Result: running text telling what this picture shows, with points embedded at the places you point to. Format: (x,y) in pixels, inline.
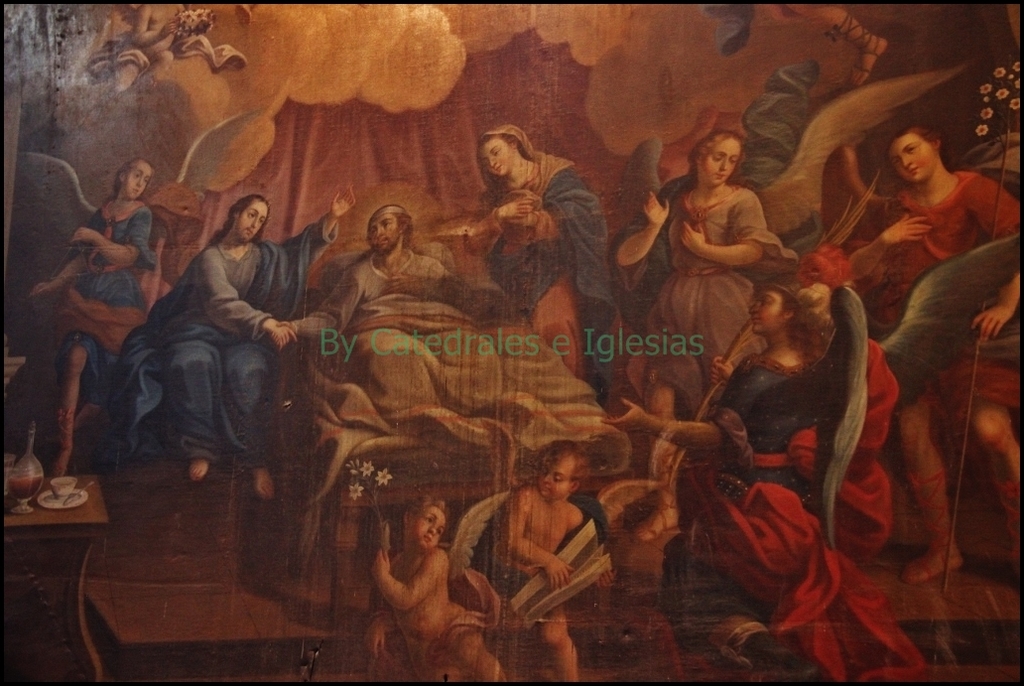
This is the painting (342,291) where we can see a person (382,305) is lying on the bed (343,445). And women (595,236) and children (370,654) are around the bed (337,482).
